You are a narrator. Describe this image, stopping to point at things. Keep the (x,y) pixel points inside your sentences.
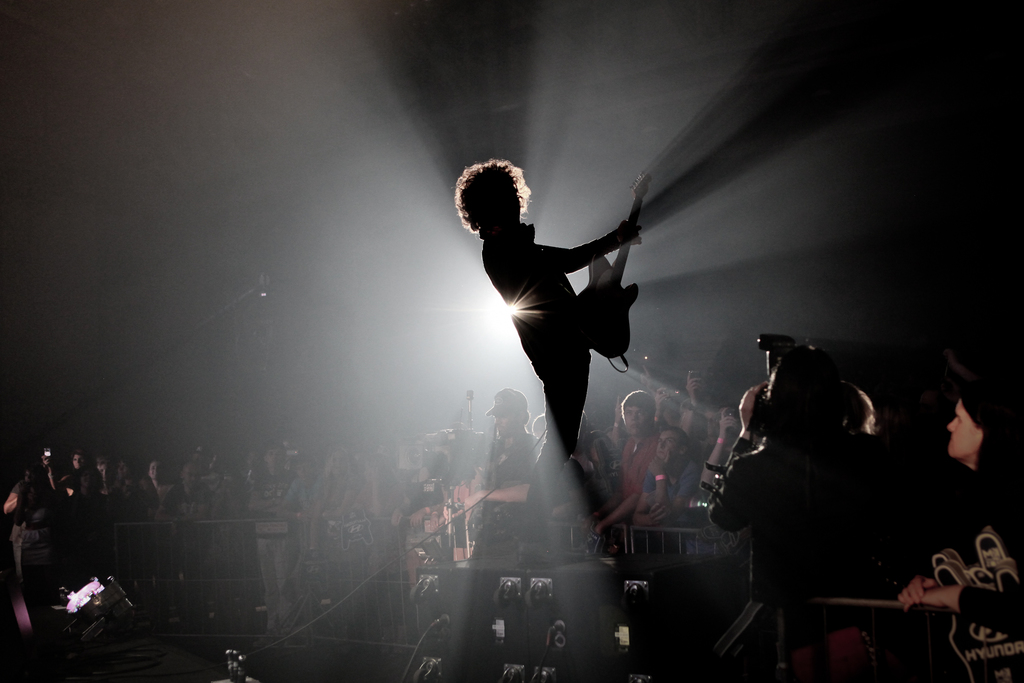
In the center of the image (570,267) we can see one person (561,276) is standing on the black color object (701,607). And he is holding a guitar (602,306). On the right side of the image (832,529) we can see a few people (961,543) are standing and they are holding some objects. In the background (165,517), we can see the lights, fences (370,573), few people (349,508) are standing, few people (263,557) are holding some objects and a few other objects (675,559).
